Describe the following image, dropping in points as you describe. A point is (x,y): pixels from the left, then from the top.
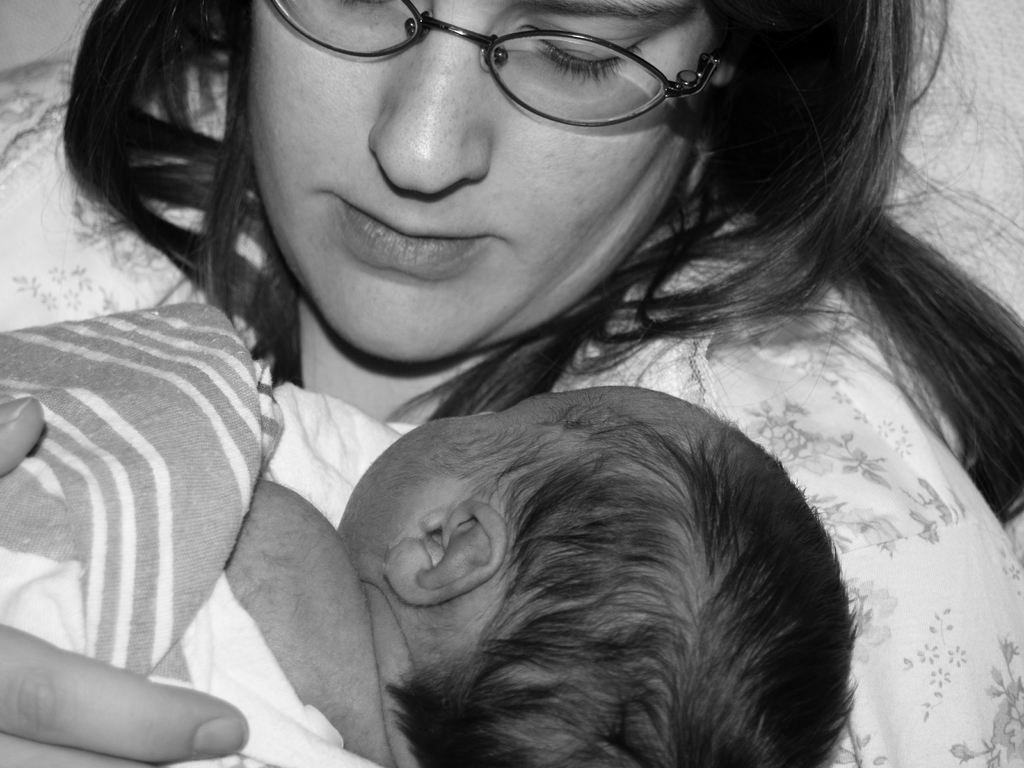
In this image I can see a person (844,553) holding the baby (432,579) and the person (618,250) is wearing spectacles (587,90) and the image is in black and white.
